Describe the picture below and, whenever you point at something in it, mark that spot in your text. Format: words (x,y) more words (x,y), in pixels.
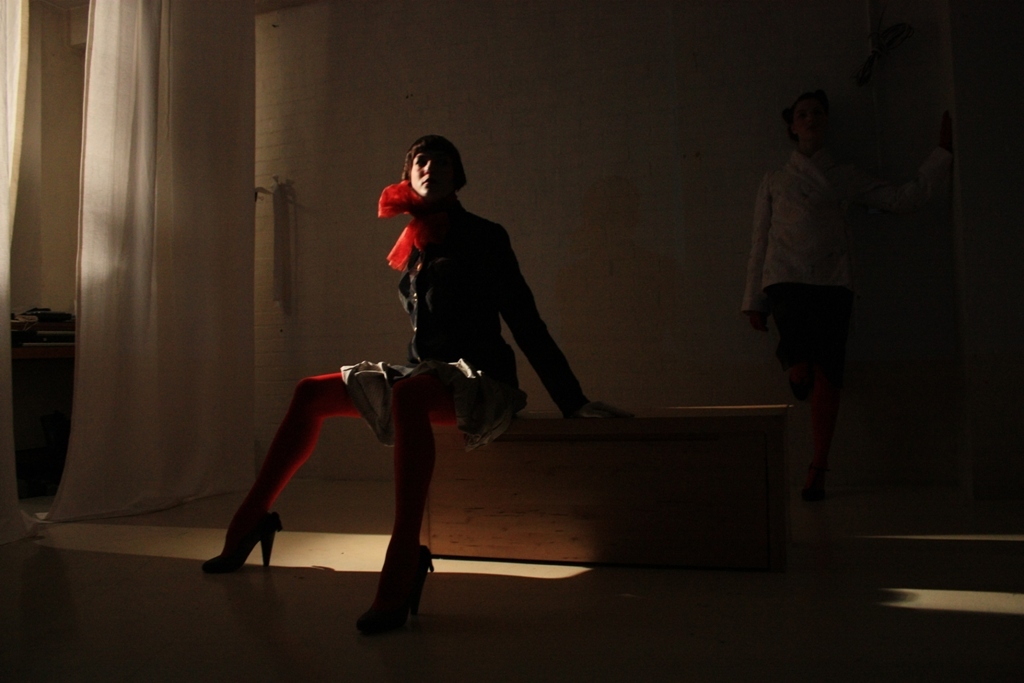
In this picture I can see a woman (293,433) seated on the bench (566,461) and I can see another woman (790,223) standing in the back (787,270) and I can see couple of curtains (84,275) on the left (220,434) and looks like a table (38,341) on the left side (19,334) and the picture is taken in the dark.
